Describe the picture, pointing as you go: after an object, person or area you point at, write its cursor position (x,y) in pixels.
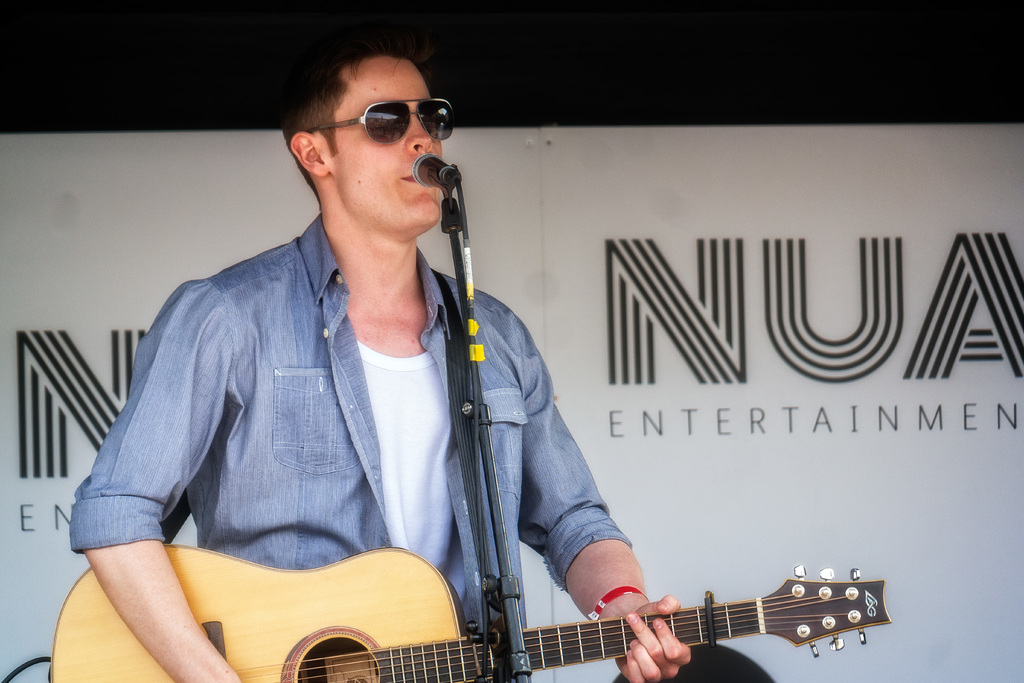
In this picture we can see a man (250,504) who is playing guitar (365,622). This is the mike (449,167) and he has goggles (426,109).
